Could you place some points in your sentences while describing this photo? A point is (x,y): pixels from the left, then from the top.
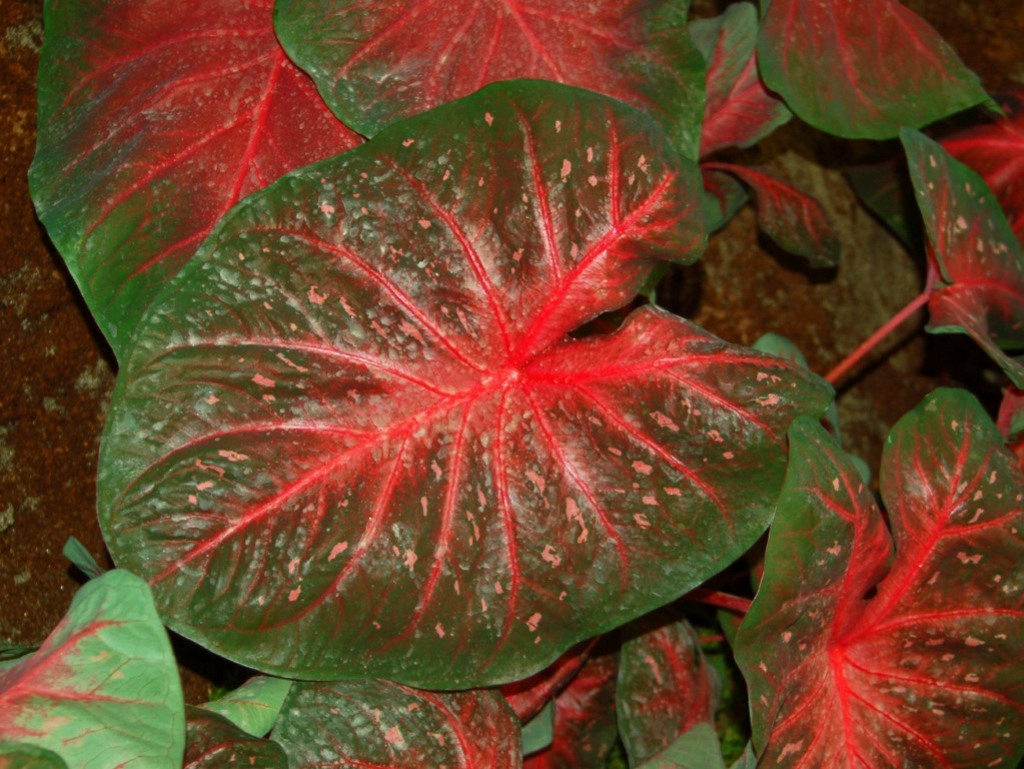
In this image there are big leaves (542,511) in the middle (471,416). On the leaves (429,417) there are red lines (462,406).
